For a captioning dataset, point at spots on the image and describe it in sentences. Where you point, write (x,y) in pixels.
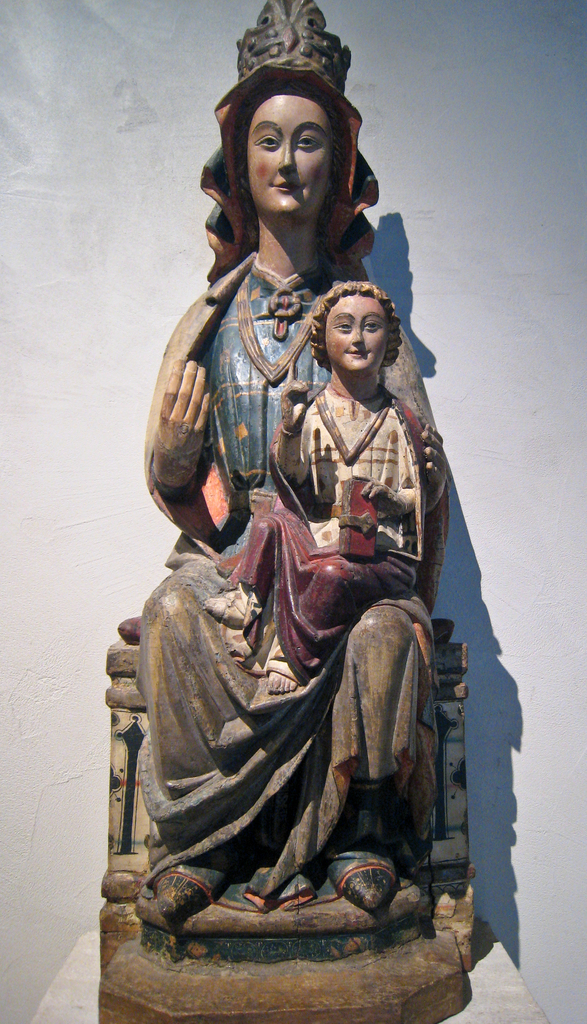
In this image we can see sculptures (356,392) and we can also see the white background (581,803).
